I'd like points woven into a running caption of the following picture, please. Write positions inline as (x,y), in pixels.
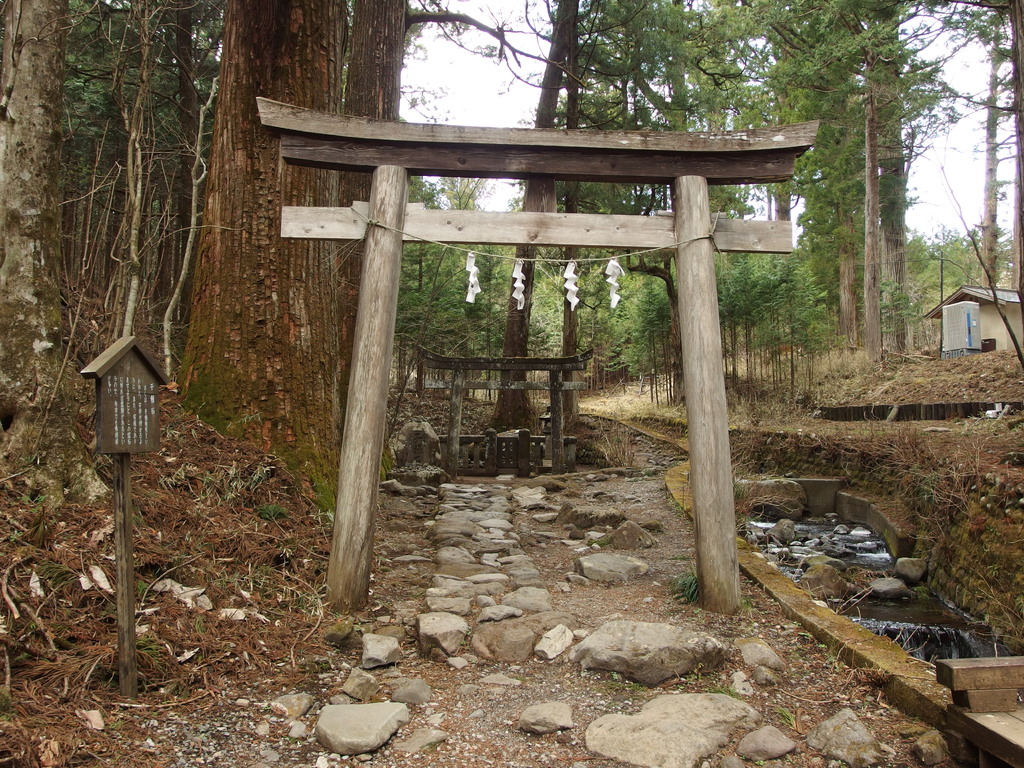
In this image, at the middle (346,471) there is a wooden gate (702,180), at the left side (168,248) there are some trees (96,176), at the right side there is a small canal (902,670) and there is water (897,631), at the background (754,102) there are some green color trees (793,86) and there is a sky (535,83).
